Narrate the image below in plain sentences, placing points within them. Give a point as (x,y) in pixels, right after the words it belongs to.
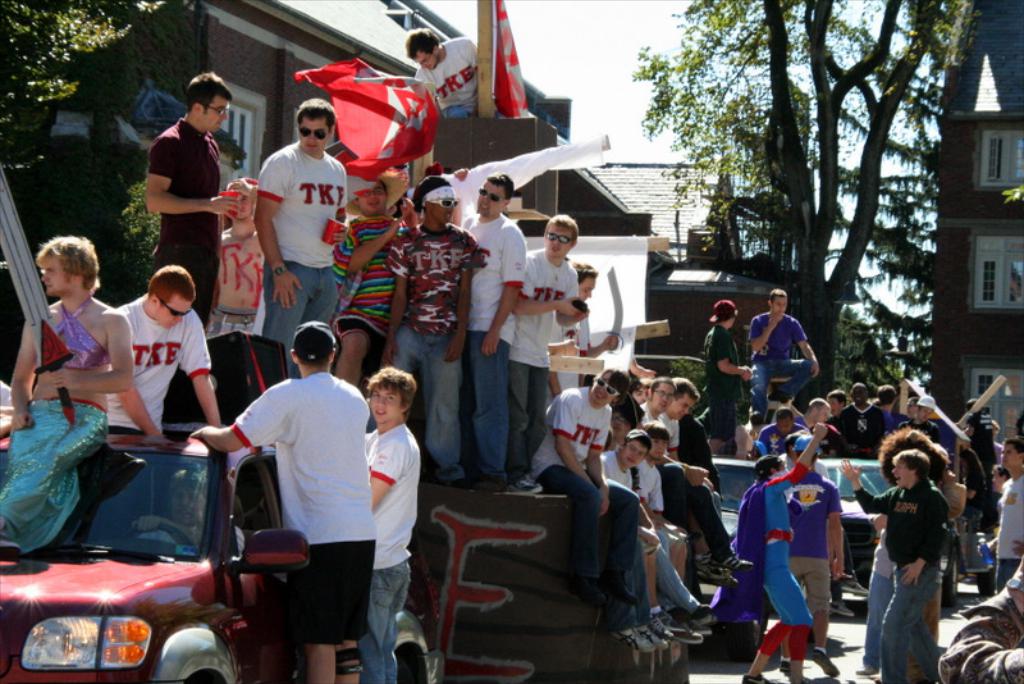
There are few people (200,392) sitting in and on the car (266,490) and behind them there are few people (506,312) standing on object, In background (866,380) there are few people (921,425), buildings (978,242) and trees (814,223).
